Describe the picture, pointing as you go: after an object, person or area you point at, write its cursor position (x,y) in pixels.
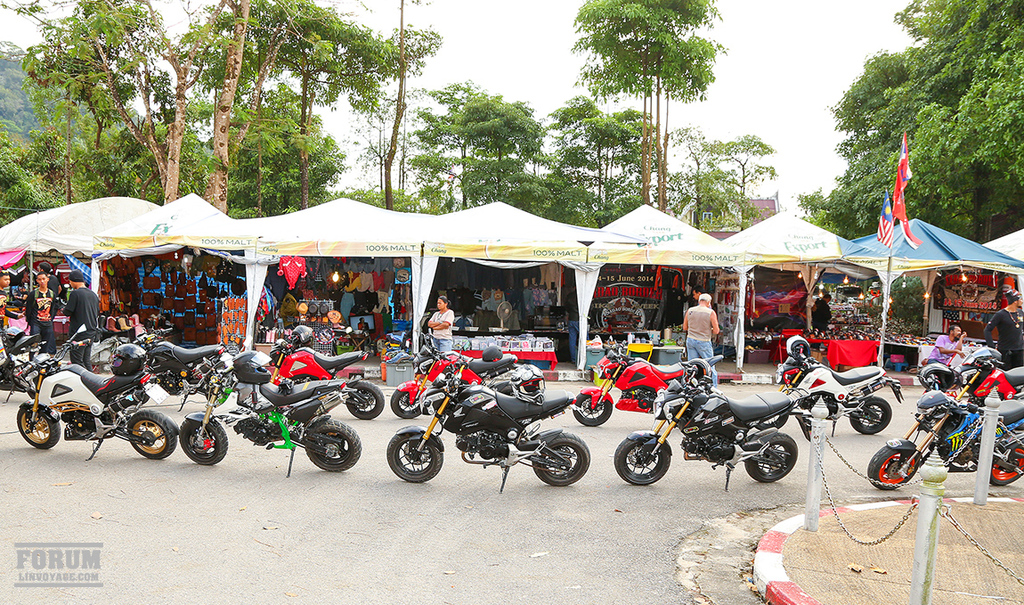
In this picture I can see few motorcycles (498,463) and few tents (24,253) and I can see few people (34,293) standing and few items (727,320) in the tents (43,237) and I can see trees (631,27) and a building (768,206) and I can see a cloudy sky (535,79) and a watermark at the bottom left corner of the picture (61,564).
